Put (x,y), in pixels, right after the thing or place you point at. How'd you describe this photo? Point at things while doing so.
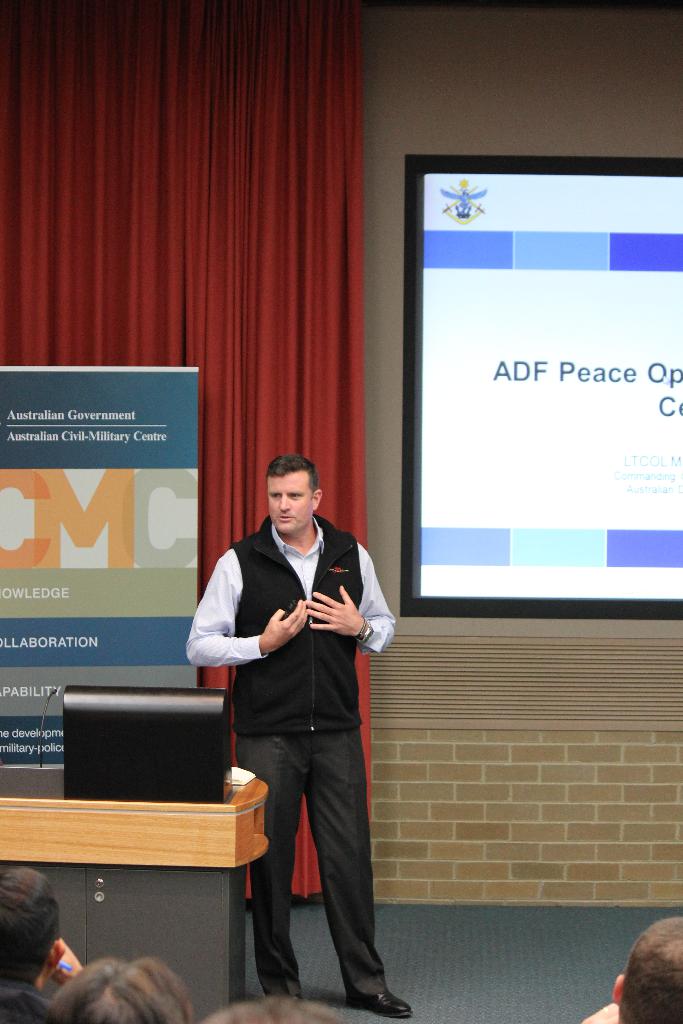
There is a person (285,526) in black color jacket (321,631) standing on a stage (389,913) in front of a table (254,809) on which, there is a black color object (217,792) and there are persons (6,899). In the background (248,461), there is a hoarding (142,625) near a red color curtain (279,205) and a screen (502,448) near wall (478,64).
